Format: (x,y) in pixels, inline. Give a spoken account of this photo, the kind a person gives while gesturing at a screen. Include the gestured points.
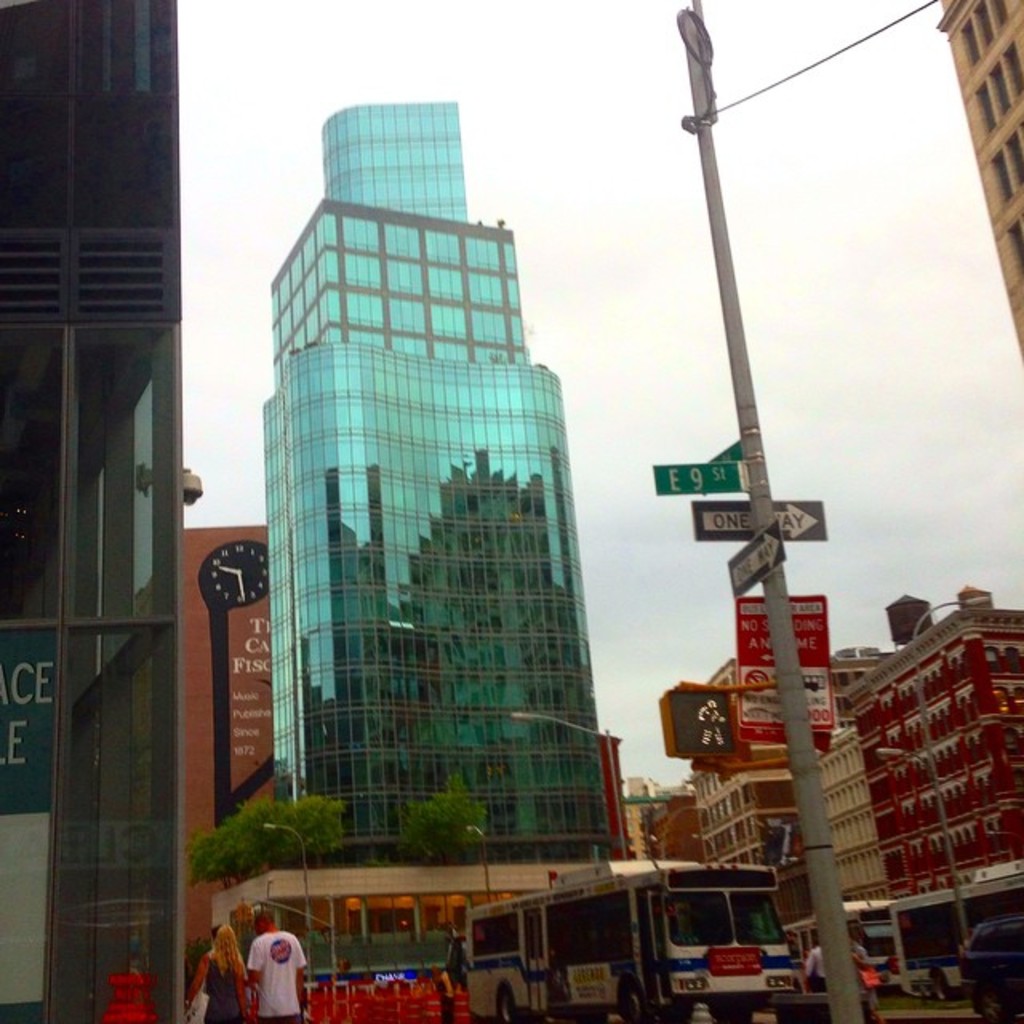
In this image we can see a group of buildings (429,542), trees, a board (751,648) with some text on it, a street sign (762,725), some poles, vehicles (544,974) and some people (279,993) on the ground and the sky (597,417) which looks cloudy.
